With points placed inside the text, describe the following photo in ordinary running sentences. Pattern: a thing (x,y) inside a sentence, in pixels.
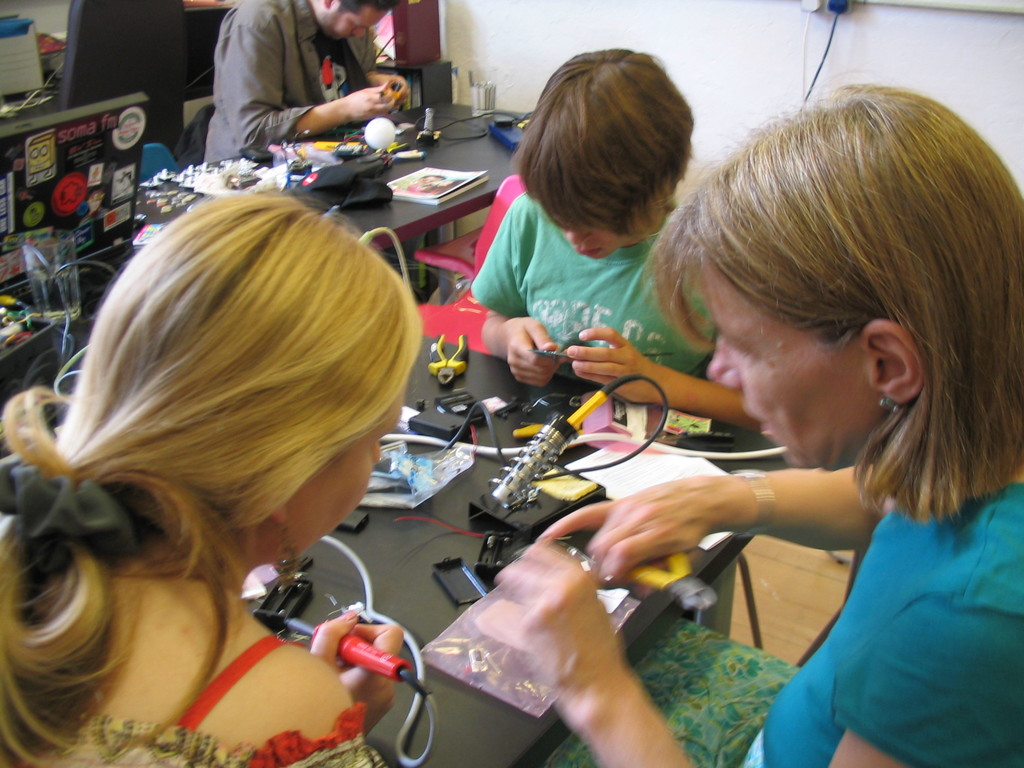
Here we can see four persons (309,80) sitting on the chair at the table (421,509). On the table (343,593) we can see electrical items (540,470), cutting pliers (432,367), books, cables (483,450), monitor (54,178), glass (46,286) and some other items (385,150). In the background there is a wall (748,13), cables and floor (738,606).
